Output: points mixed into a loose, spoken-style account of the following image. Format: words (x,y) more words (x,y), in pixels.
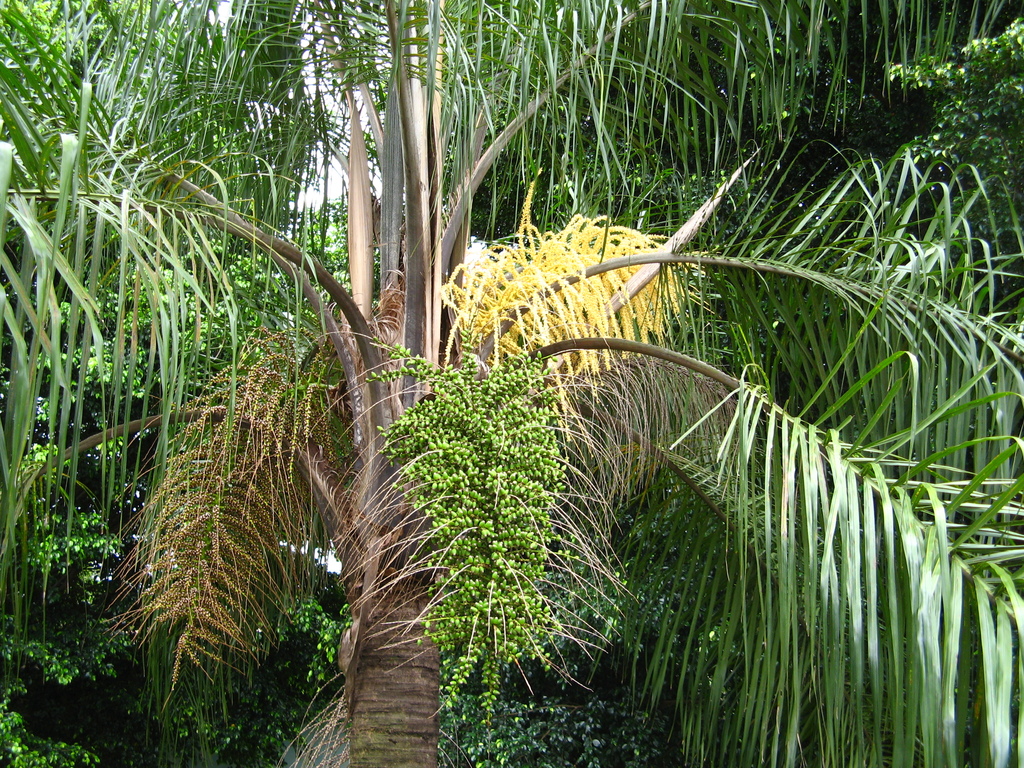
In this image, we can see a tree (373,686). Background (309,678) we can see trees (588,767).
